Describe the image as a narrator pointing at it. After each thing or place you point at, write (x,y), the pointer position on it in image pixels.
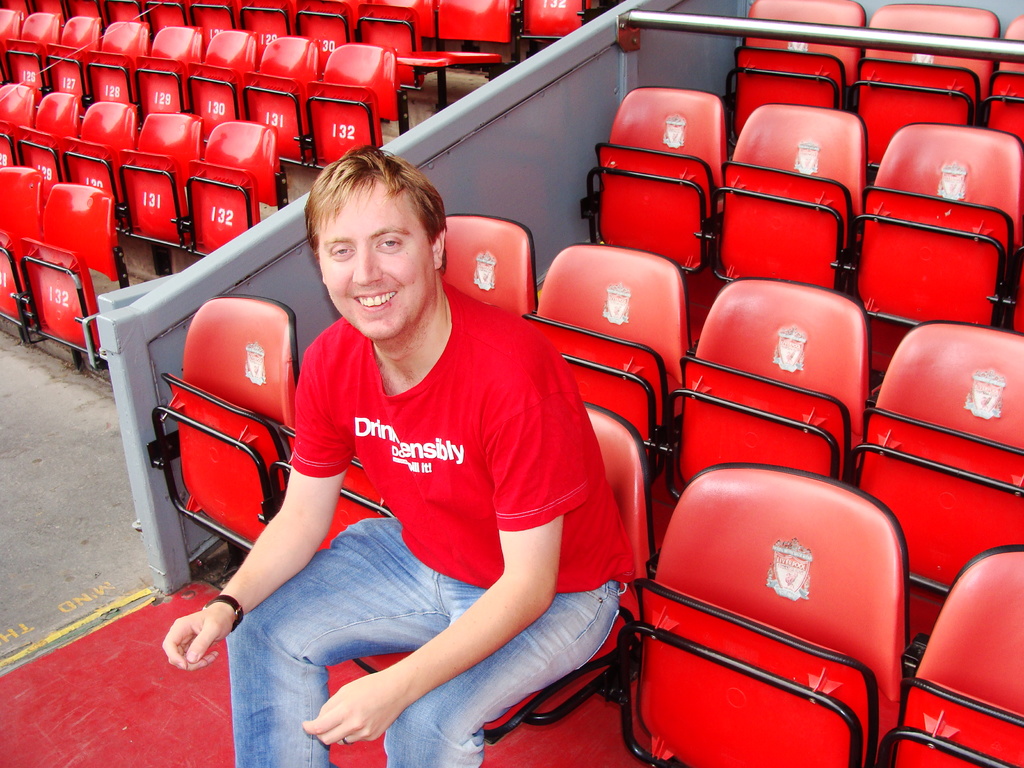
In this image there is a person (450,737) wearing a red shirt (503,445) is sitting on the chair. Behind him there are few chairs (966,654), in between there is a wall (568,231).
